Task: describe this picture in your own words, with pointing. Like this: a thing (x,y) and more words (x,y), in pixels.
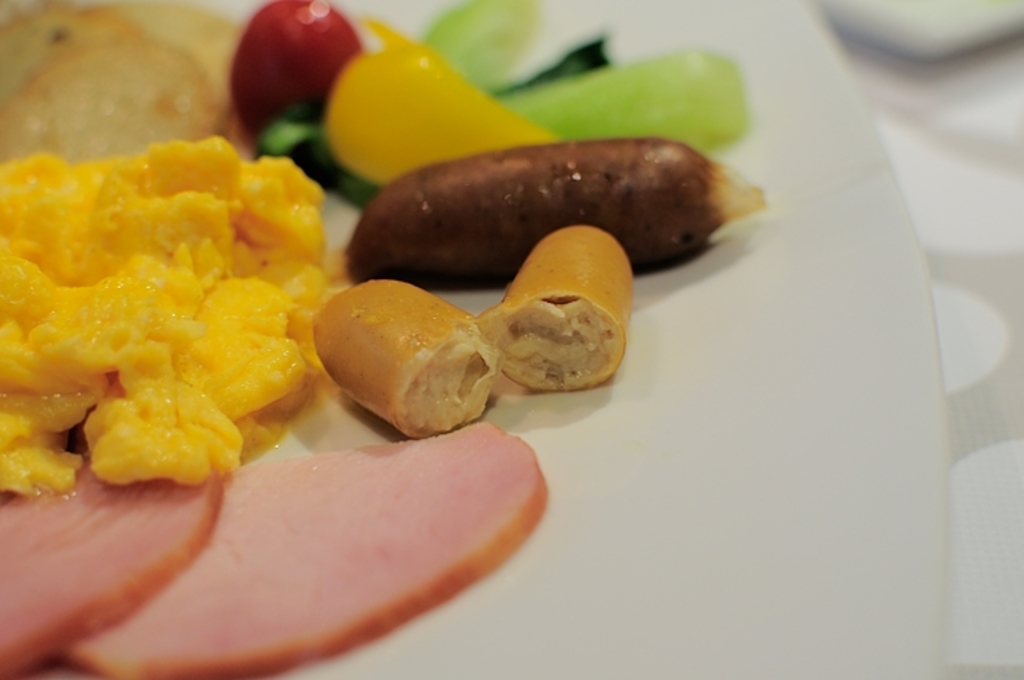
Here we can see food items (289,211) in a plate (631,641) on a platform (970,160).
